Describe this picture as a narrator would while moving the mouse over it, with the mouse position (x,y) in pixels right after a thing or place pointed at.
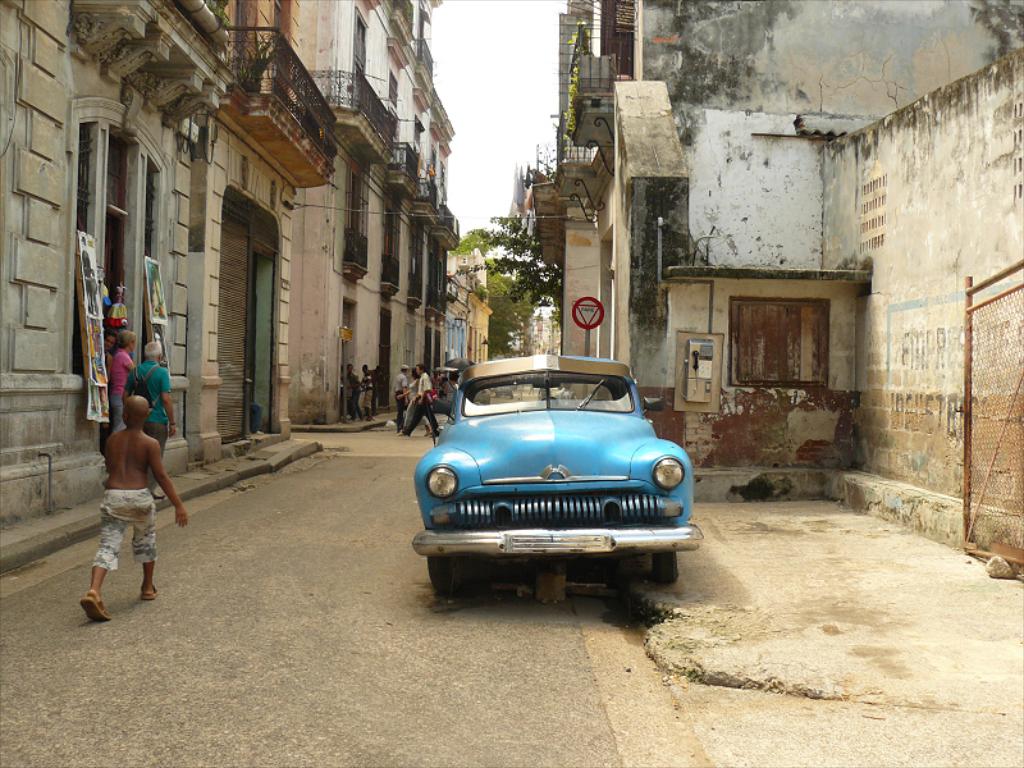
In this image, I can see few people (125,363) standing and few people (120,502) walking. This is a car (563,520), which is parked. These are the buildings (373,180) with the windows (364,47). I can see a sign board (600,314) attached to a pole (589,349). This looks like a telephone (690,376), which is fixed to the building wall (677,341). In the background (520,247), I can see the trees (514,280). On the right side of the image (992,374), It looks like a fencing gate (980,528).
